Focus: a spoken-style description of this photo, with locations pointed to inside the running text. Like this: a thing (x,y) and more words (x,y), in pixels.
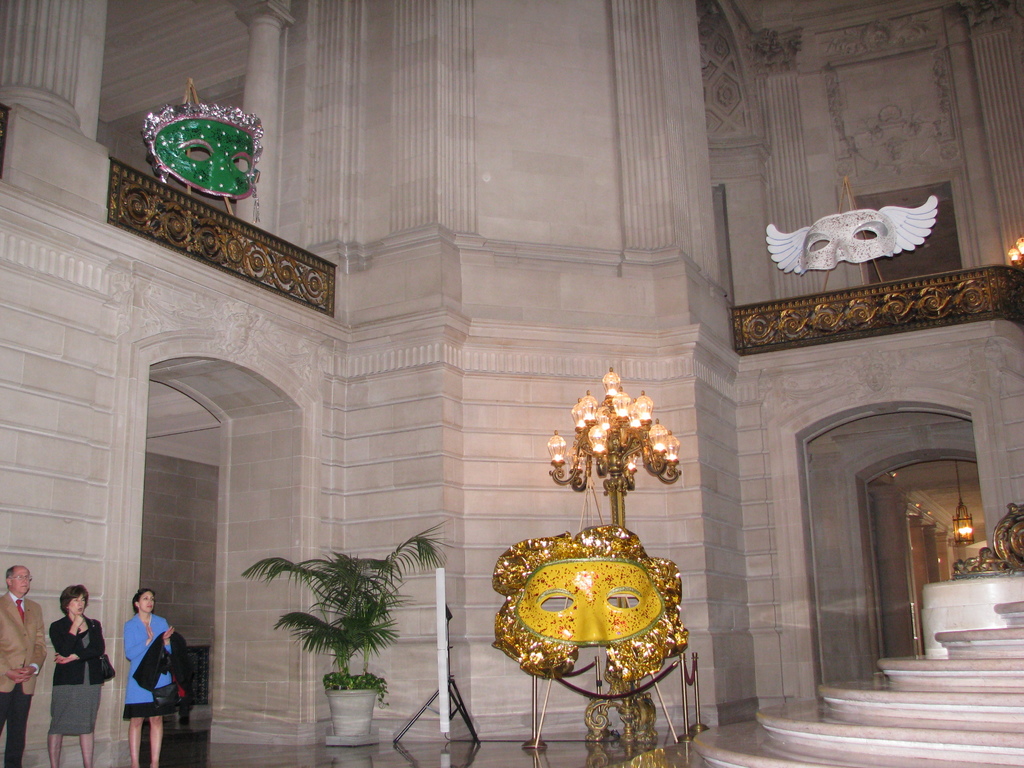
In this picture we can see an inside view of a building (310,371), three people (15,652) are standing on the floor (349,765), house plant (389,572), lights (621,404), steps (815,763), walls (821,618), face masks (608,625), railings (912,304) and some objects (964,559).
